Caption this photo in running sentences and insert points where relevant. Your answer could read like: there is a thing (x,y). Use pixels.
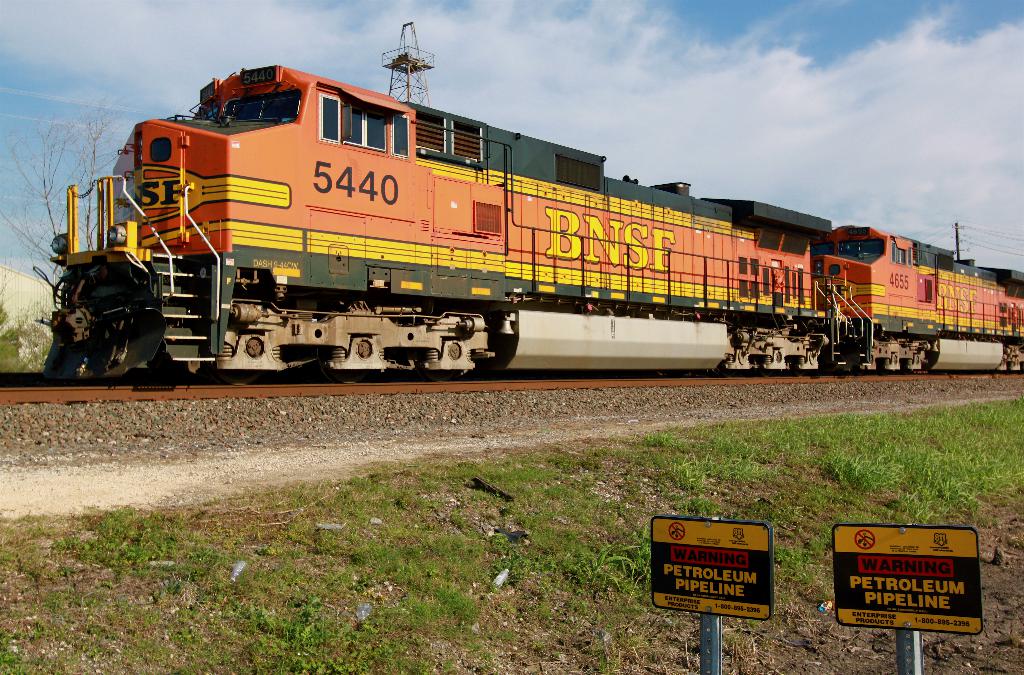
In this image, we can see a train (664,304) on the track (335,422). At the bottom (515,493), we can see grass (247,536), ground (184,442), name boards (846,559) and poles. Background (939,216) we can see the cloudy sky (780,102), tower (417,53), pole (957,244) and wires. Left side of the image (18,319), we can see trees (46,248) and wall (23,306).
